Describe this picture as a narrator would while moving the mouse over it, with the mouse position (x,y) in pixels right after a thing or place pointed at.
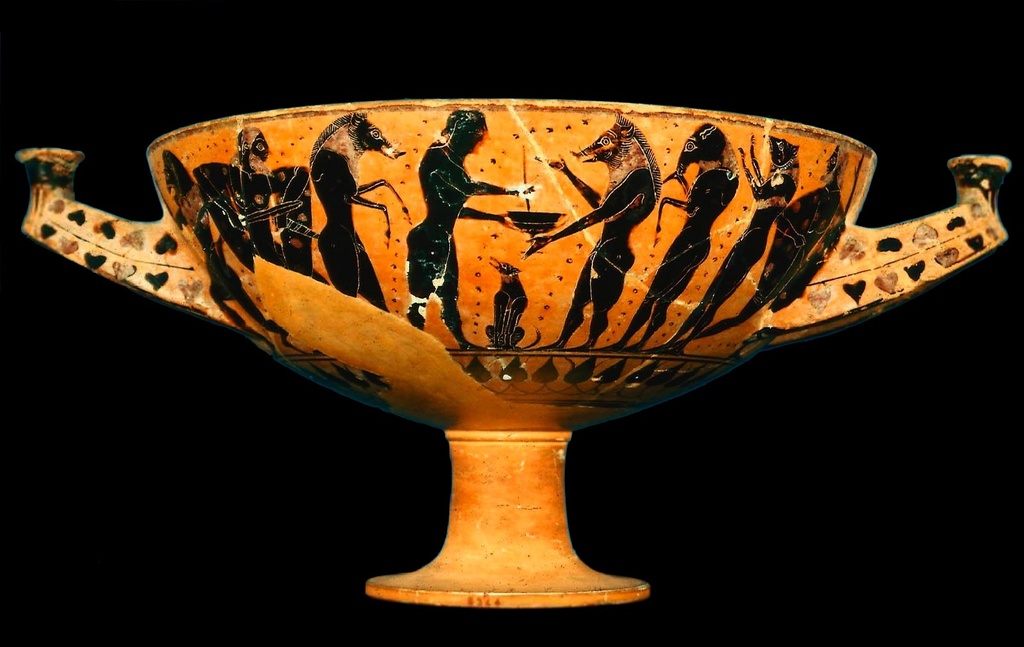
There is a cup (668,337) in the center of the image (480,335) and the background (157,437) is black.
